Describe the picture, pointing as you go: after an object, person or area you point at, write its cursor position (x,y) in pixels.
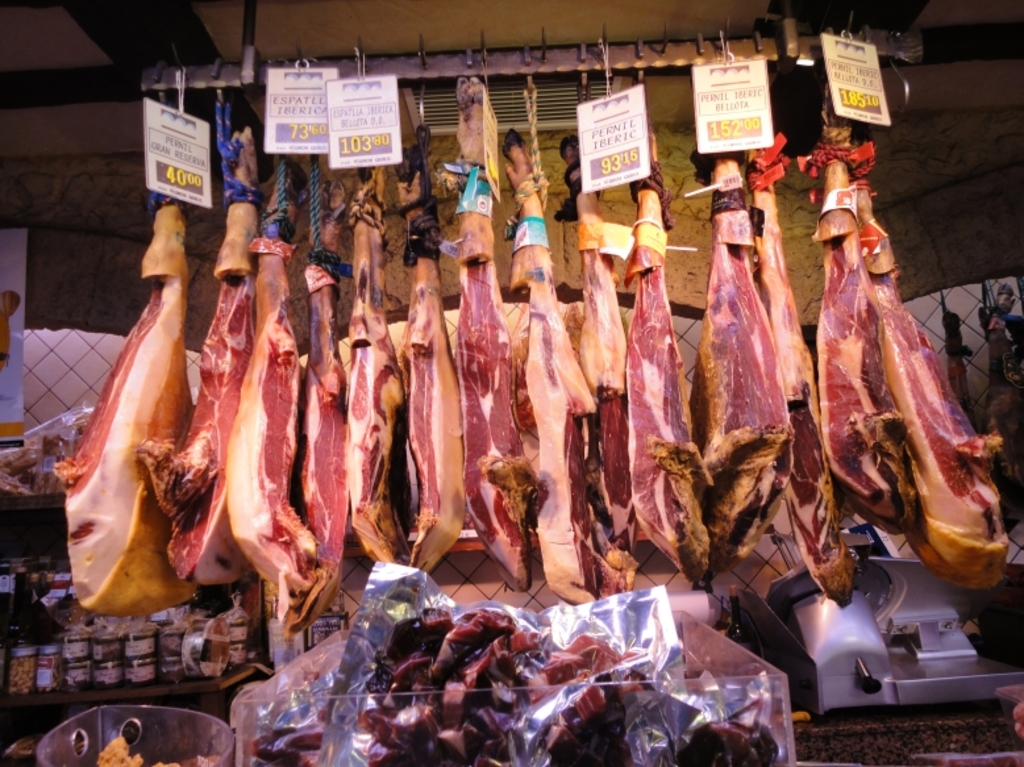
In this image I can see food items (296,706) in the packets (423,696), in the front (299,719). The meat (359,392) is hanging and there are price tags (628,128). There is a tiled wall (78,365) at the back (81,349).
